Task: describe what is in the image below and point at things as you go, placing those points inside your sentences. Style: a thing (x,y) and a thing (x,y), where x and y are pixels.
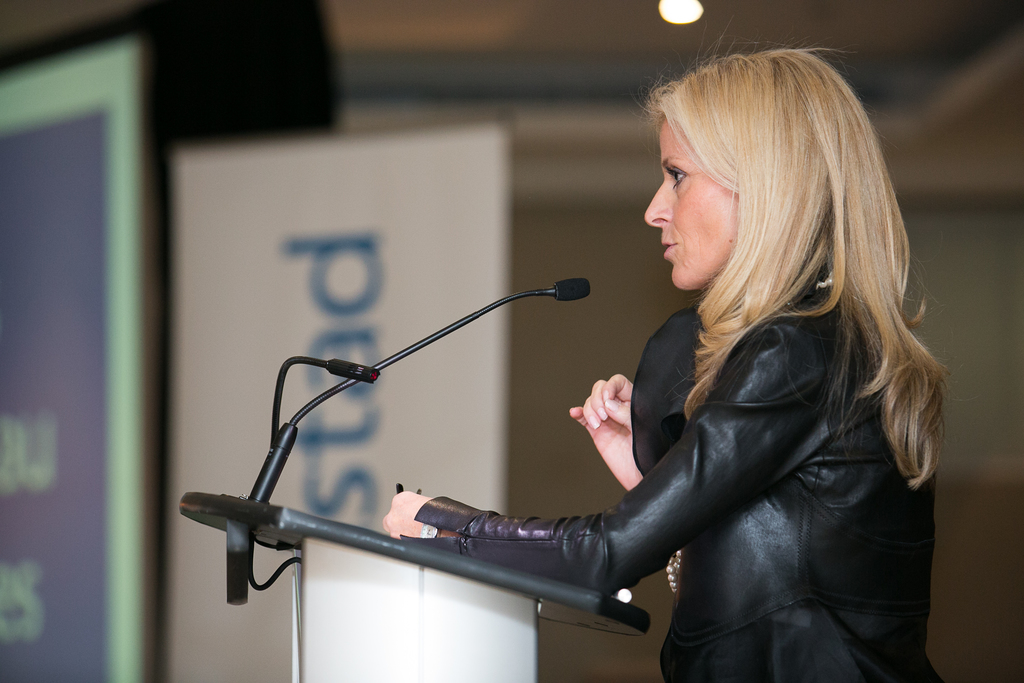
In the foreground of the picture (731,626) there is a woman (765,319) in black dress (797,384) talking, in front of her there is a podium (417,636). On the podium (452,623) there are mics (451,326). The background (391,341) is blurred. In the background (281,254) are hoardings (352,242), light (692,7) and wall (992,341).
